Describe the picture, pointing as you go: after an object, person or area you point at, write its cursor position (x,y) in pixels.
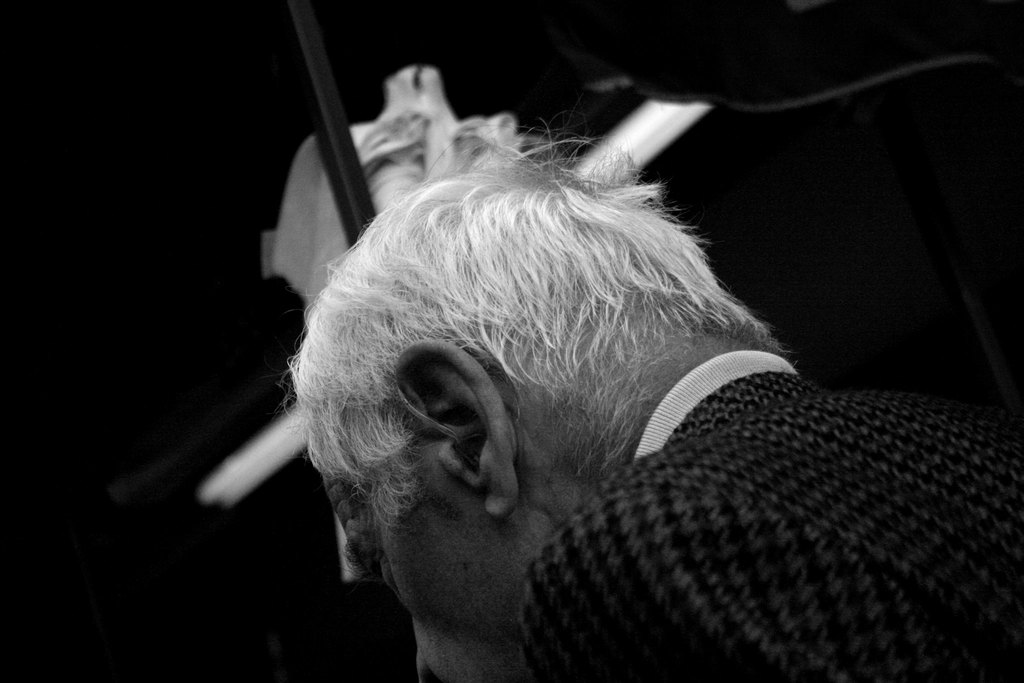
In this picture there is a man (551,442) who is wearing black dress (760,532). Beside him we can see poles (342,154) or pipes (337,166). On the left (72,181) we can see darkness (54,226).
